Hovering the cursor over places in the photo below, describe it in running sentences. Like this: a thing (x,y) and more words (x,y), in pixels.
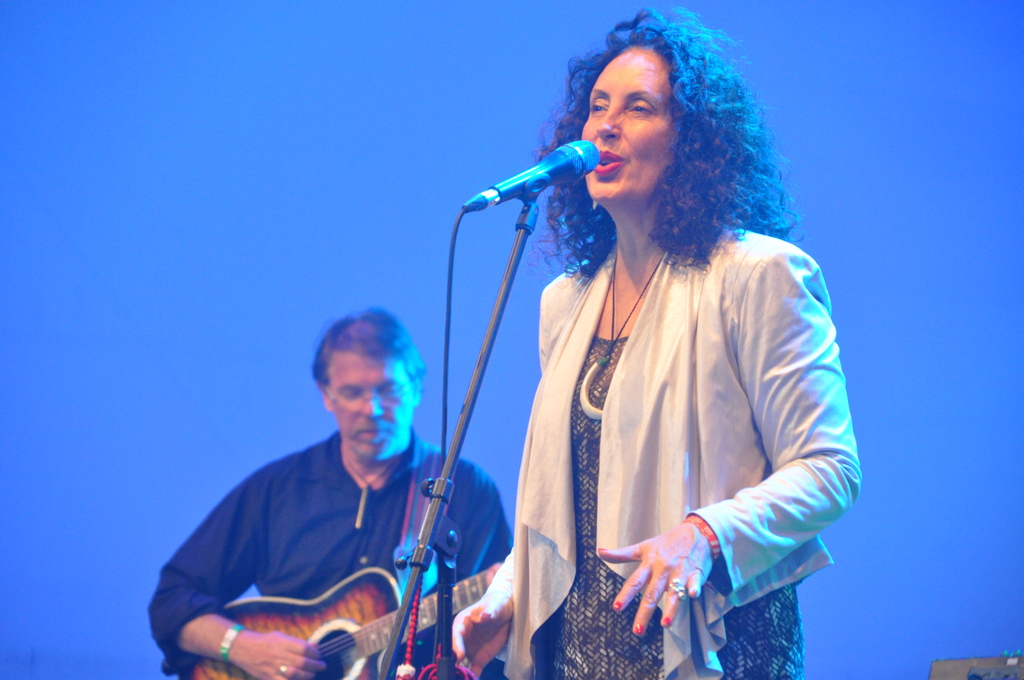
In this picture we see a woman (773,278) standing and singing with the help of a microphone (573,153) and a man (344,545) seated and playing guitar (385,579) and we see a blue background (245,142) and she wore a ornament (617,336) and a white colour coat (723,625) and man (256,540) wore a black colour shirt (276,538).
